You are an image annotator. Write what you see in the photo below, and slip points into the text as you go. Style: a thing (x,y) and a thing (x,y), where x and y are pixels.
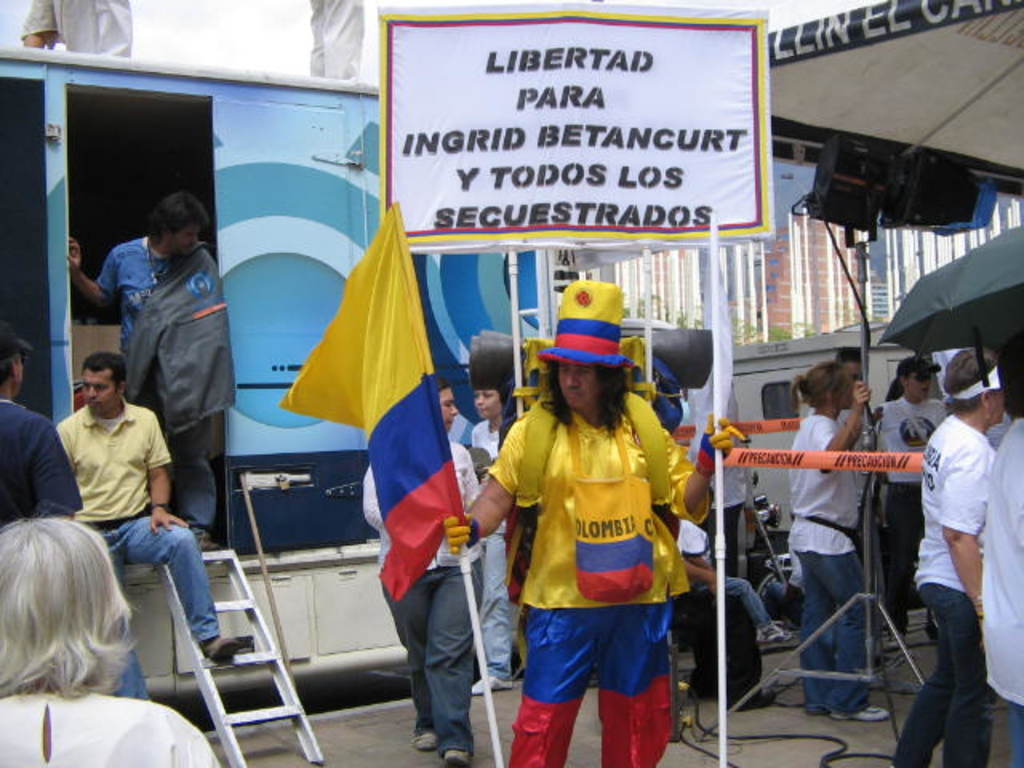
In this picture, we can see a few people (930,505), and we can see a person (614,670) in a costume (639,506) holding flag (406,508), posters (686,171) with pole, and we can see the ground (761,747), and we can see some objects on the ground (783,705), ladder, wires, container (237,469), light stand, and we can see some buildings (839,316), shed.
